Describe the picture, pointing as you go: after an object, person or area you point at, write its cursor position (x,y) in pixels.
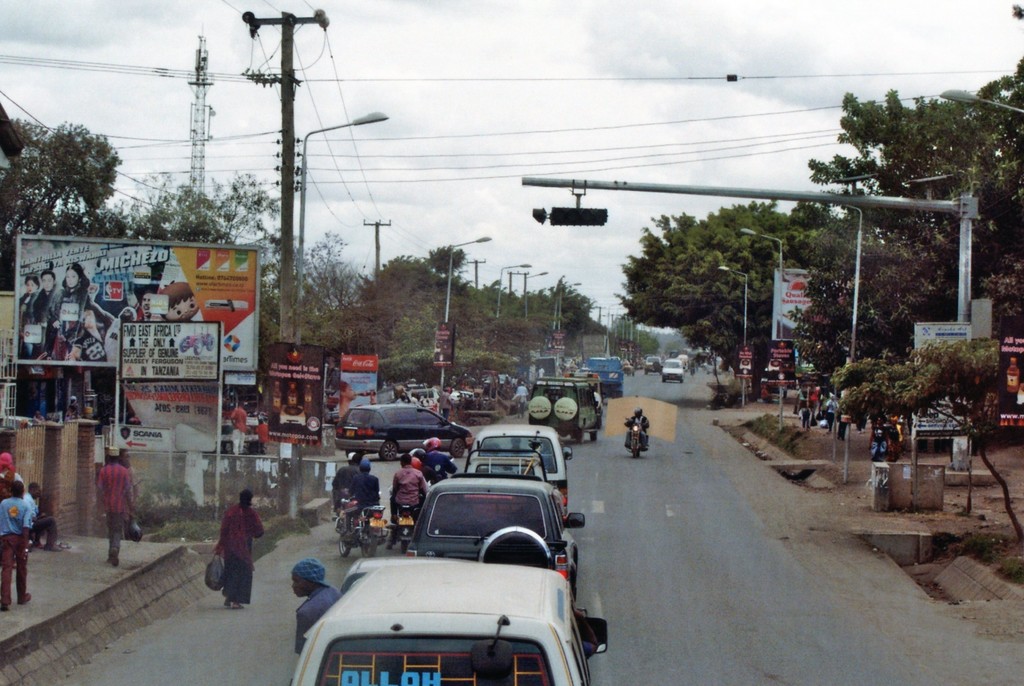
In the foreground of the image (452,625) we can see group of vehicles (511,565) parked on the road (599,468), some persons (400,481) are riding motorcycles (644,420). On the left side of the image (224,541) we can see group of persons (238,551) standing on the ground (268,563), some sign boards (155,360) with text (285,372). To the right side of the image (968,232) we can see traffic lights (555,208) on a pole (961,290), group of light poles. In the background (290,136), we can see a pole (287,134) with some cables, group of trees (373,306) and the sky (617,97).
